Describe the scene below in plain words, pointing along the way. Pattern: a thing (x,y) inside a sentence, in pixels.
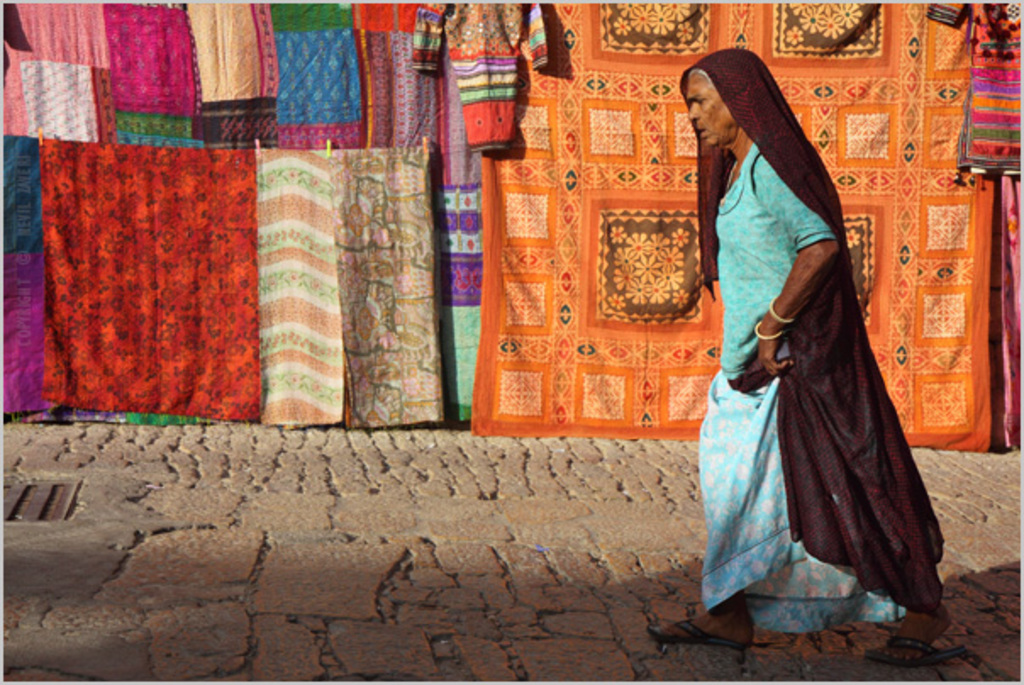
In the image on the right side (784,606) there is a lady (759,609) walking. In the background (249,182) there are many clothes (444,177) hanging and also there are clips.
